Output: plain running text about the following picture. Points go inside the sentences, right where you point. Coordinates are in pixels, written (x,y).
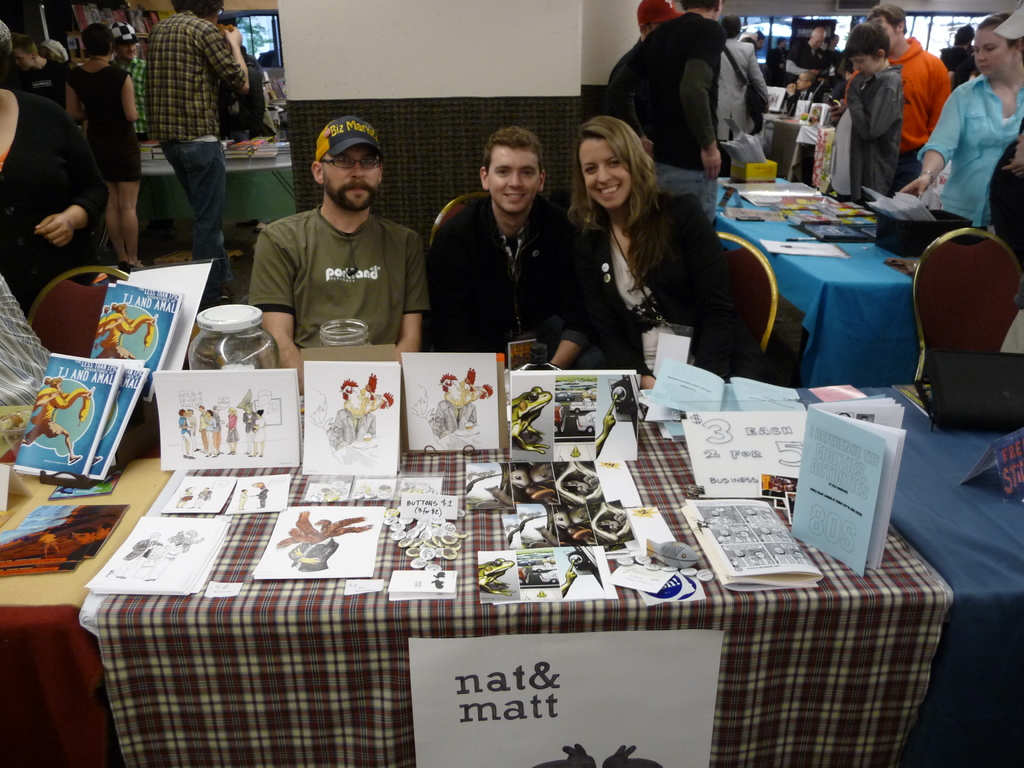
In this picture there are three people (583,248) sitting on a chair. There are few pictures (444,438), book (748,499), cloth (456,621) on the table (547,459). There are few people (709,145) standing at the background (869,184).
